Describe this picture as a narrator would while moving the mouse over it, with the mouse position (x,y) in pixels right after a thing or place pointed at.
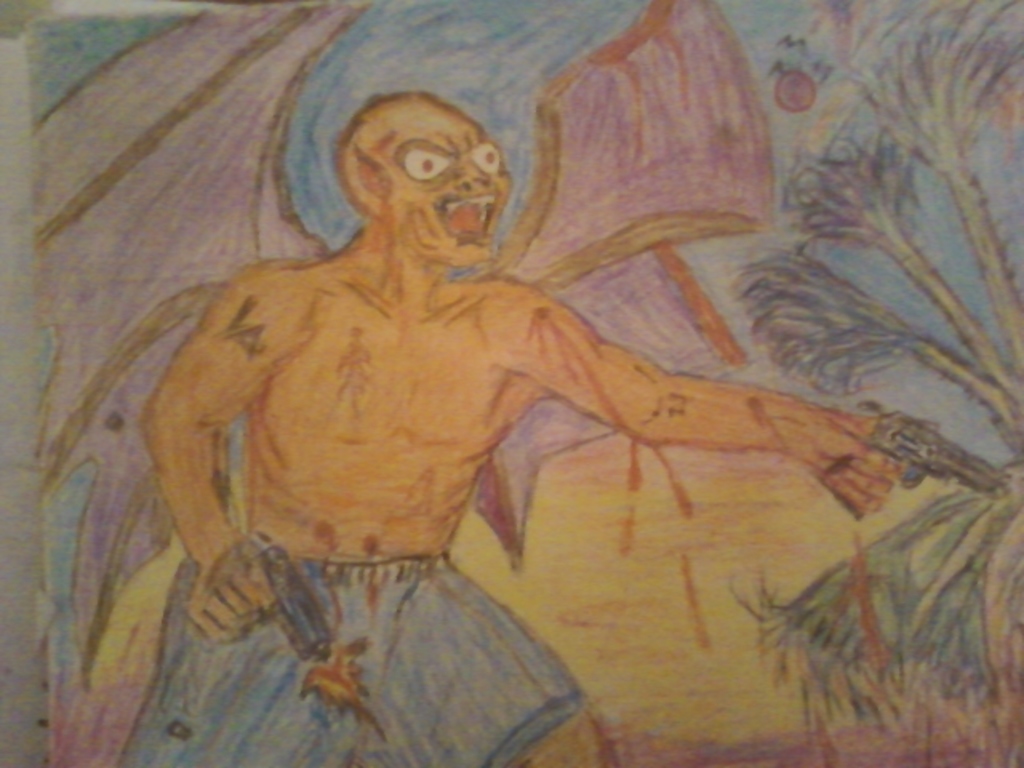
This picture is a painting. In this image there is a painting of a creature (451,248) standing and holding the guns (990,481). On the right side of the image (898,606) there are trees (994,261). At the top (760,29) there is sky (522,36) and sun (787,108).
